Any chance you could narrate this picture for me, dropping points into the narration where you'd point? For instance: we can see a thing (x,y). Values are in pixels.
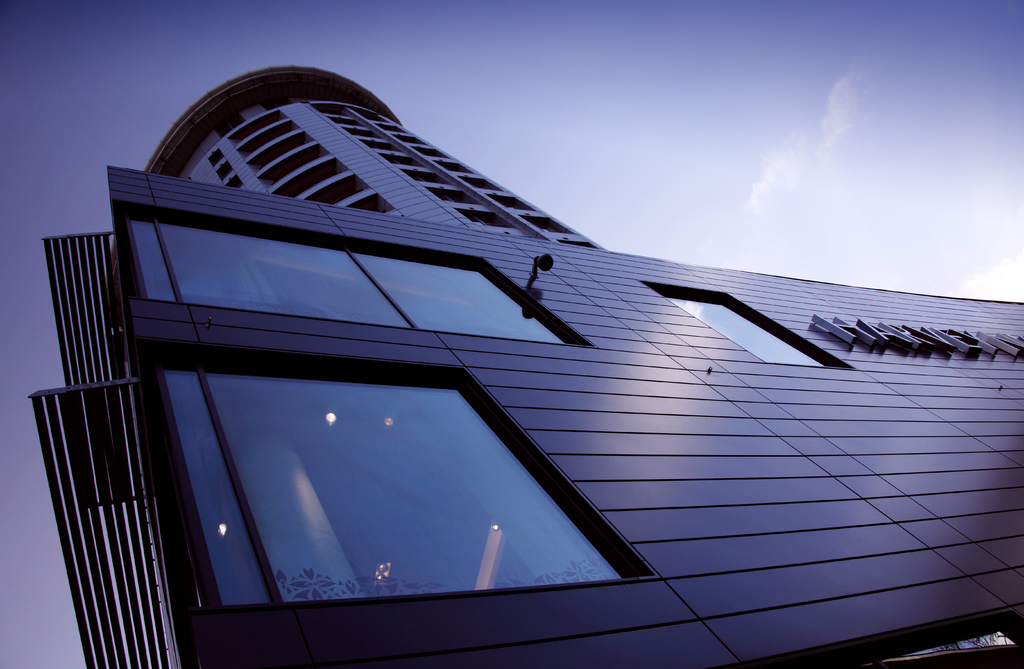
In this picture there is a building (524,396) and there are lights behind the mirror (349,596). At the top (646,131) there is sky (802,121) and there are clouds (790,183).
